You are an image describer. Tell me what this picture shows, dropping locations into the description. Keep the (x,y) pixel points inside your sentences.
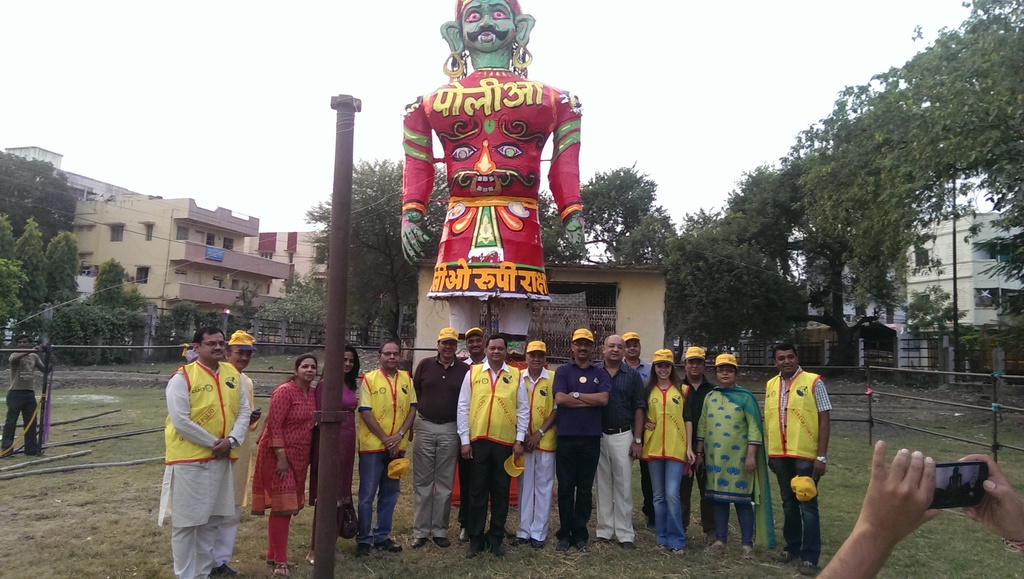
In this image we can see few persons (372,434) are standing and among them few persons (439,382) are holding caps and bags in their hands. In the background (291,290) we can see buildings (200,228), poles (325,555), fences (311,346), trees (696,310), plants (92,305), statue (468,164) and the sky (367,102). On the right side (981,462) at the bottom corner (891,486) we can see a person's hands (923,473) holding a mobile (947,471) in the hands (983,457) and capturing pics.
